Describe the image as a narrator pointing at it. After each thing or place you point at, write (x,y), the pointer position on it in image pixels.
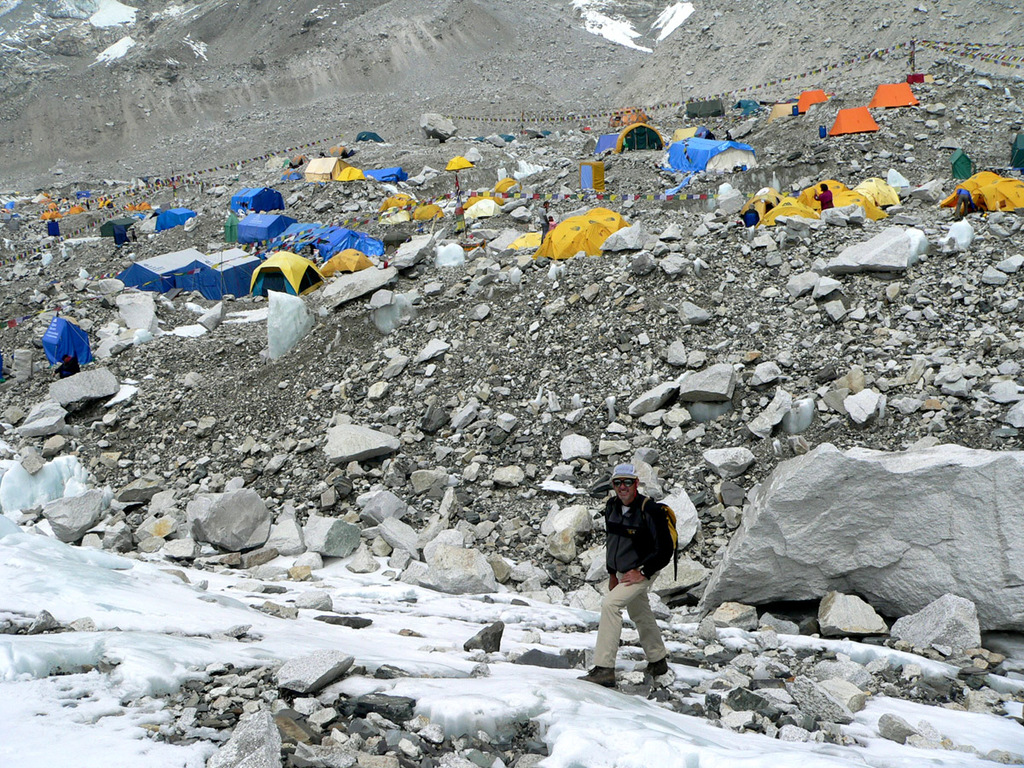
This picture shows a man (650,651) walking and he wore a cap (629,472) on his head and sunglasses (624,486) on his face (635,483) and a backpack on his back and we see tents (190,263) and rocks (912,427) and few people (825,198) standing.
